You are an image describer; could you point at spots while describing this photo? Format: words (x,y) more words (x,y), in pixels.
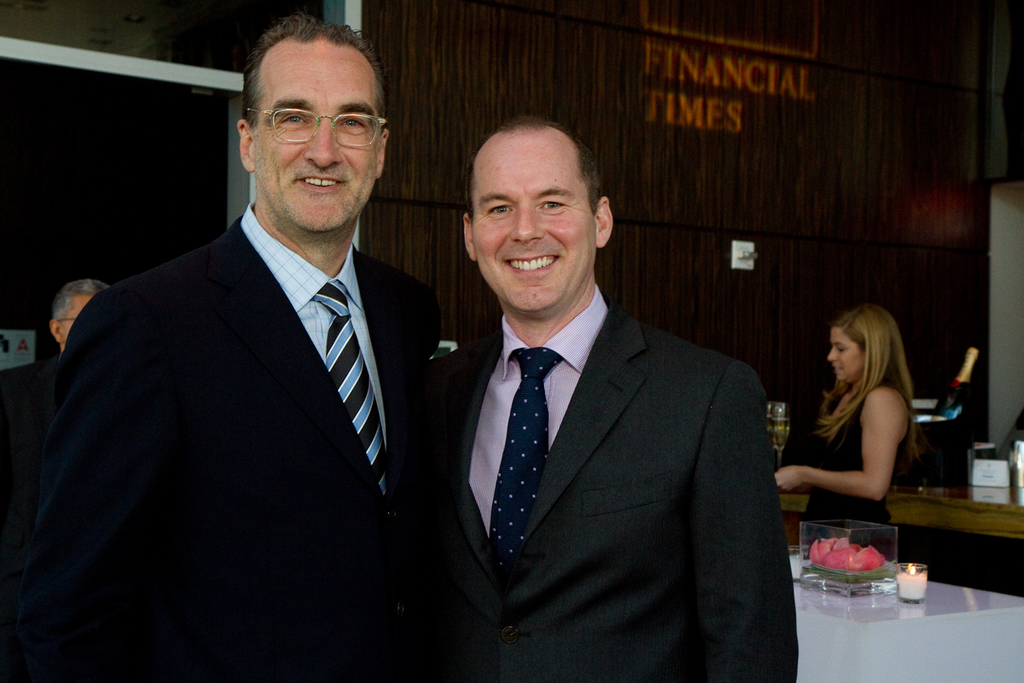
In this image I can see there are two persons (448,413) wearing dark color suits (720,370) and they are smiling, on the right side (896,417) I can see a woman (896,417) standing, in front of the table (800,589), on the table (821,645) I can see flower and candle (912,599) and in the background (455,104) I can see wooden wall (845,137).
